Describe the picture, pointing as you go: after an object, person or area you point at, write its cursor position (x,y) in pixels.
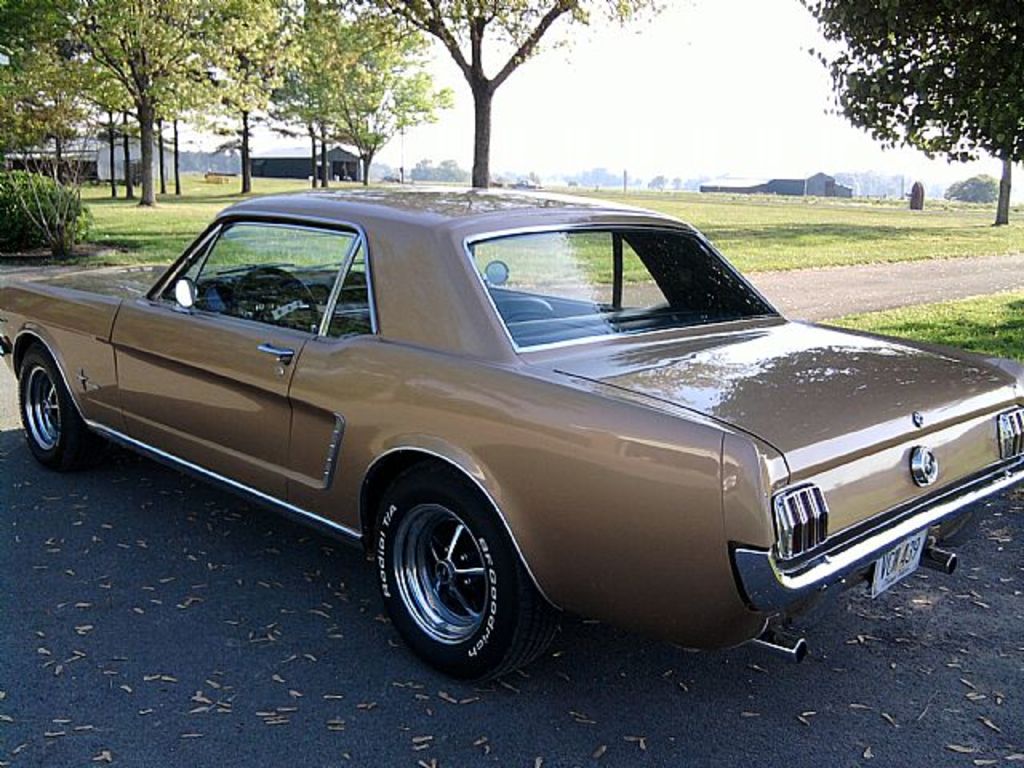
In this picture I can see a car (395,387) placed on the road (300,632), behind there are some sheds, trees (244,152), grass (226,196) and plants (31,207).
